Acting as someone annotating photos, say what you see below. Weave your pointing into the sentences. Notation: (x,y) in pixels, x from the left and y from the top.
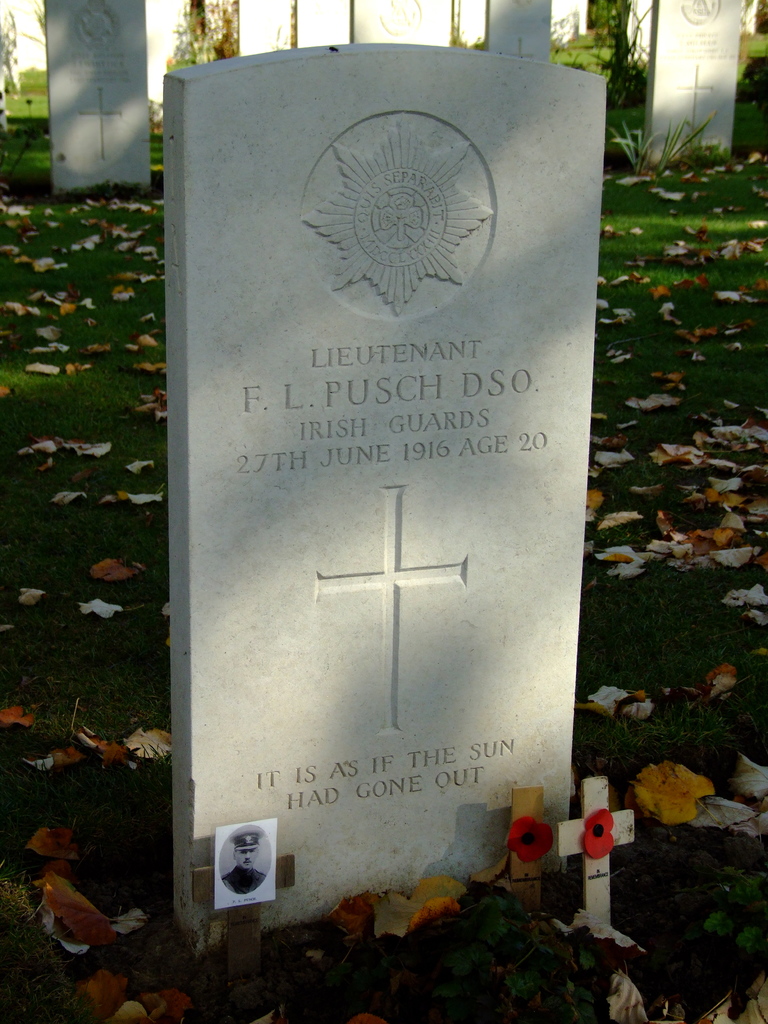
In this image, we can see graves (367,282) with some text (462,454) and logos (392,258) and we can see cross (574,848). At the bottom (118,817), there is ground (663,368) covered with leaves (669,532).
